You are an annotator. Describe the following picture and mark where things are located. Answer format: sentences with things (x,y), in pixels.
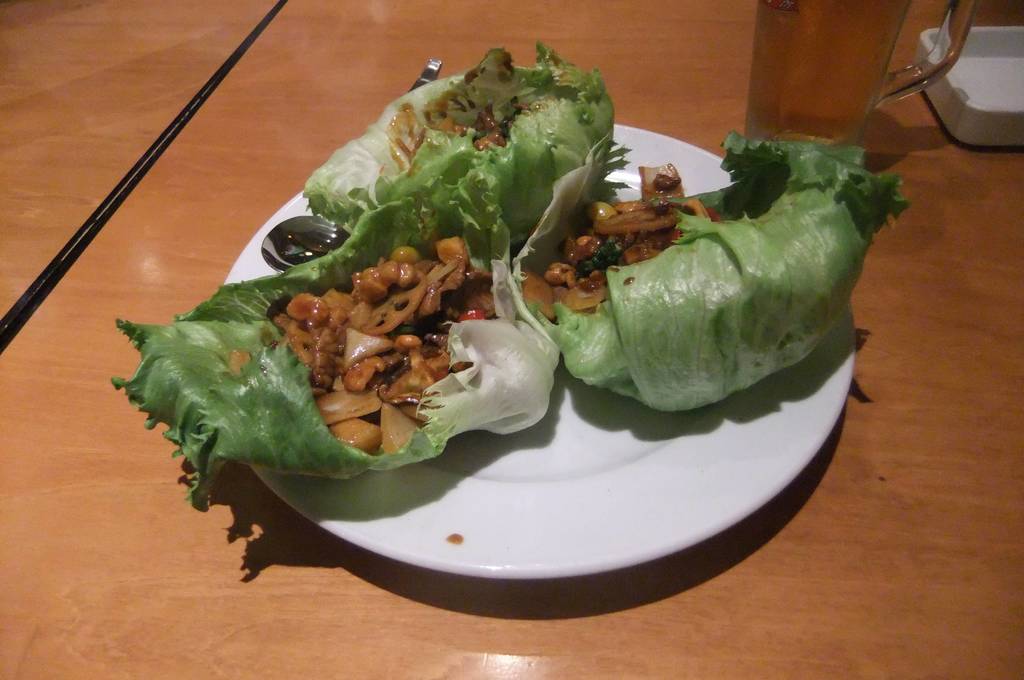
In this picture I can see food (366,259) and a spoon (296,263) in the plate (666,145) and I can see a glass (854,135) and it looks like a ashtray (978,107) on the table (21,673).
